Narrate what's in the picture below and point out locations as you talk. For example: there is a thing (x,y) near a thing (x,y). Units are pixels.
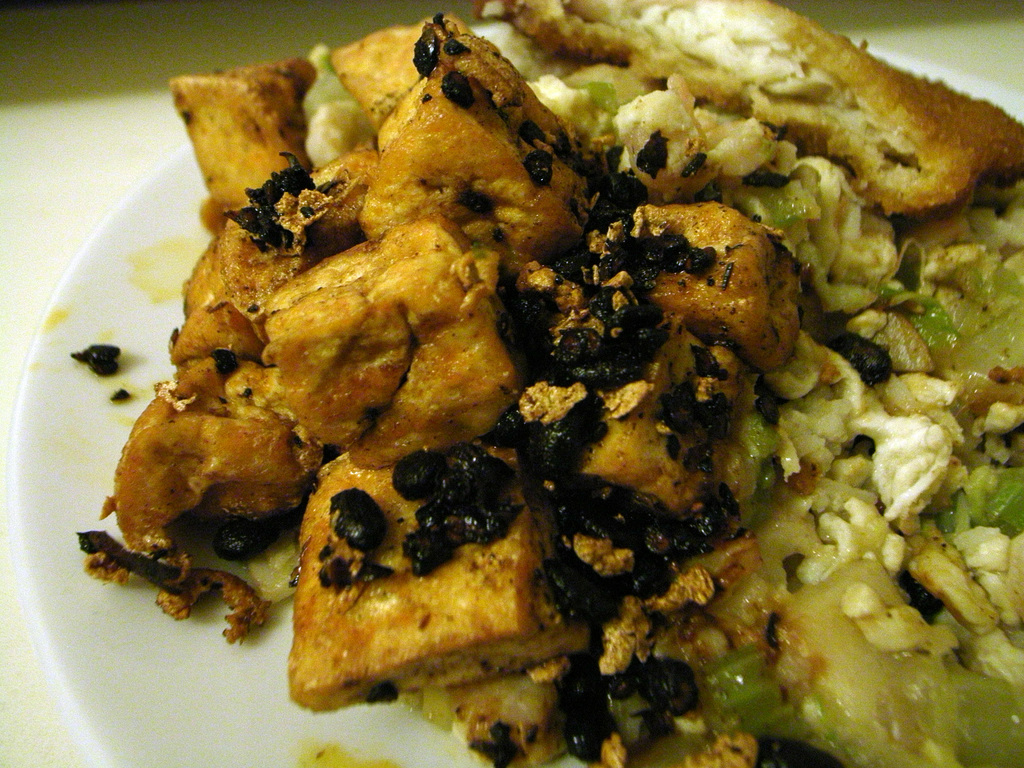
In this image I can see food items (466,295) in a plate (239,561) kept on the table (90,106). This image is taken may be in a room (113,44).
